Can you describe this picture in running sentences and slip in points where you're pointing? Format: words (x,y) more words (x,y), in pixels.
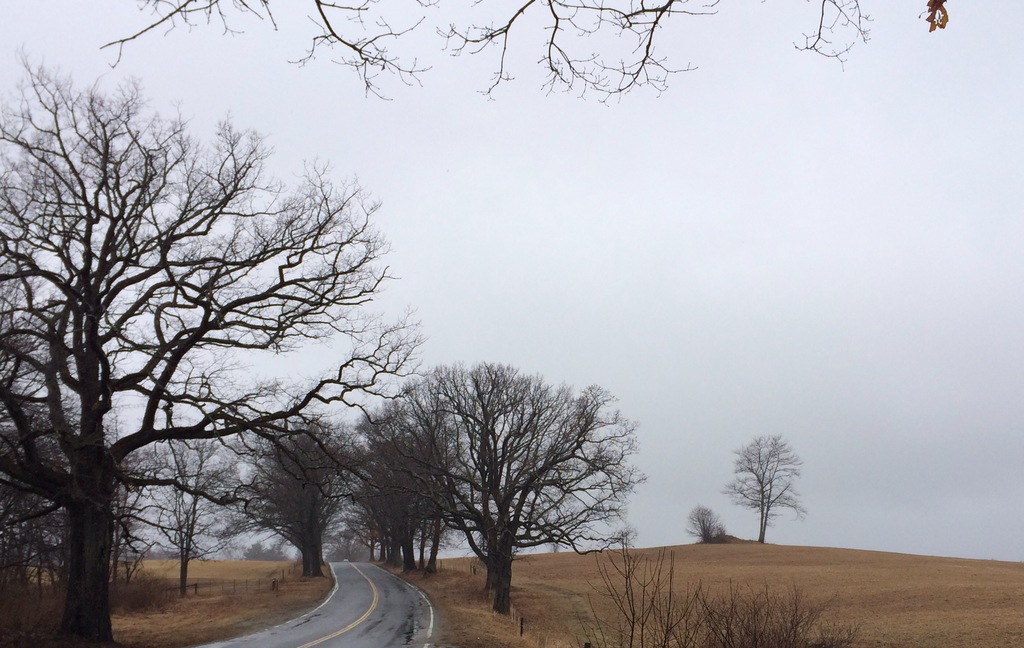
In this image we can see some trees (280,526), plants (263,578) and a road (403,598), in the background (649,279) we can see the sky (706,270).
